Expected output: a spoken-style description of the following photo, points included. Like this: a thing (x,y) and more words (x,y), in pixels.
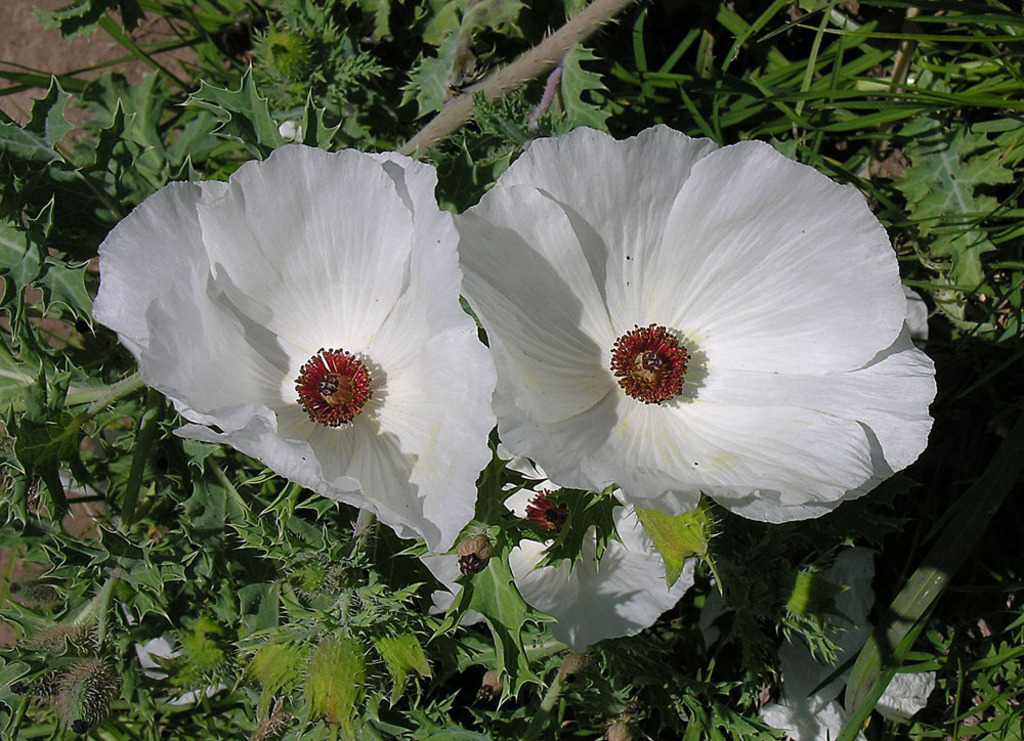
This image consists of flowers (570,468) in white color. The pollen grains (323,370) are in red color. At the bottom (969,572), there are plants (17,235) along with grass (621,68).
